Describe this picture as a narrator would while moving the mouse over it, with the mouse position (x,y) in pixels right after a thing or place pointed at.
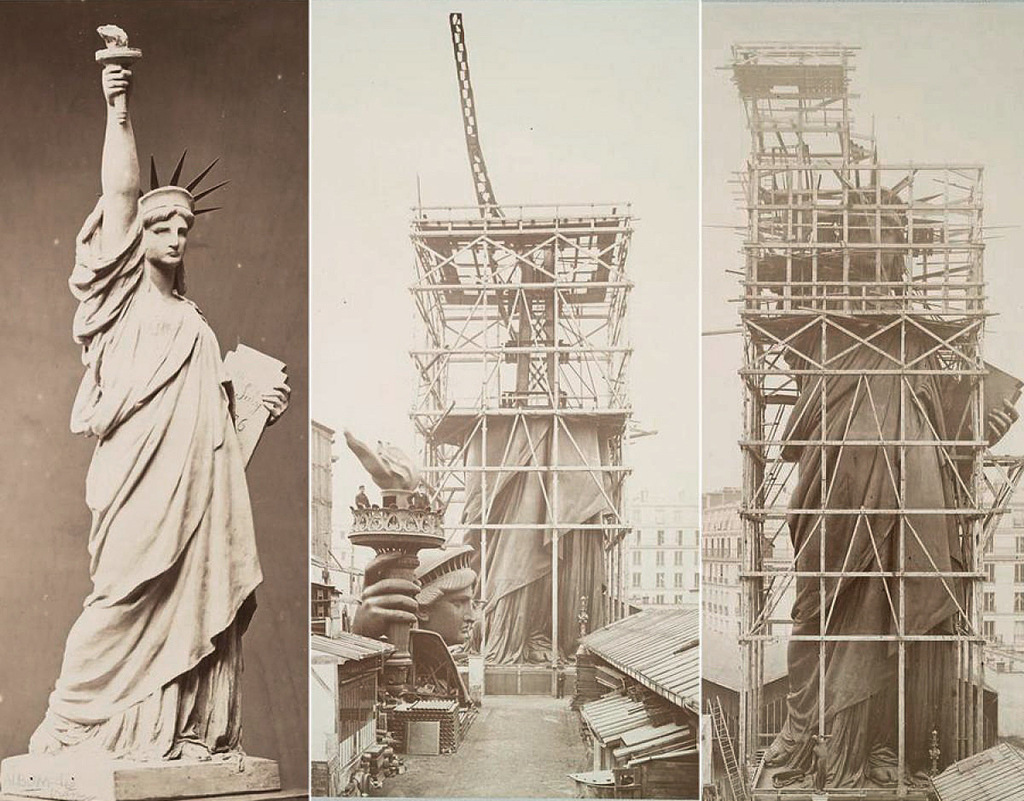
This image contains a collage of photos. Left side (158,720) there is a person statue (160,349) holding a lantern (125,58) and a book (237,354). Middle of the image (570,483) there is a construction (548,512) of a statue (527,544). Before it there are few houses (660,710). Behind the statue (488,555) there are few buildings (682,551). In between the houses (620,710) there is a road (523,751). Right side (875,682) there is partly constructed statue (864,499). Behind it there are buildings (729,603).
